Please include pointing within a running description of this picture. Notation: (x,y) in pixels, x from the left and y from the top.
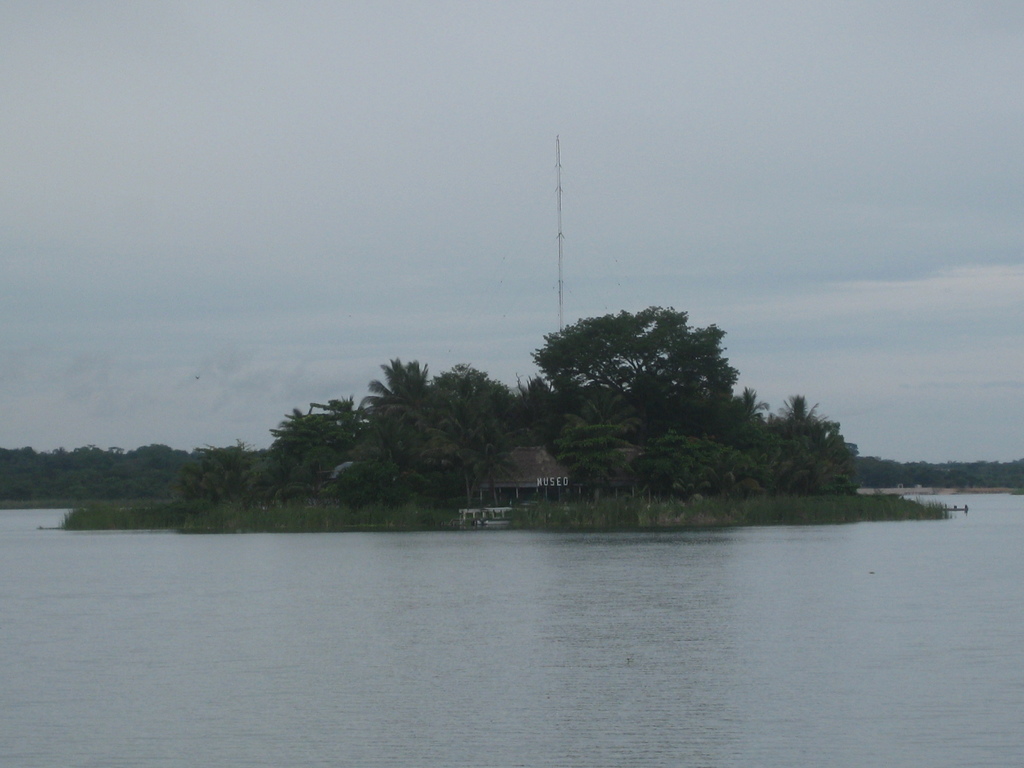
In this picture there is water (606,651) and there is a house (520,473) and trees (512,418) in the background (535,434).
